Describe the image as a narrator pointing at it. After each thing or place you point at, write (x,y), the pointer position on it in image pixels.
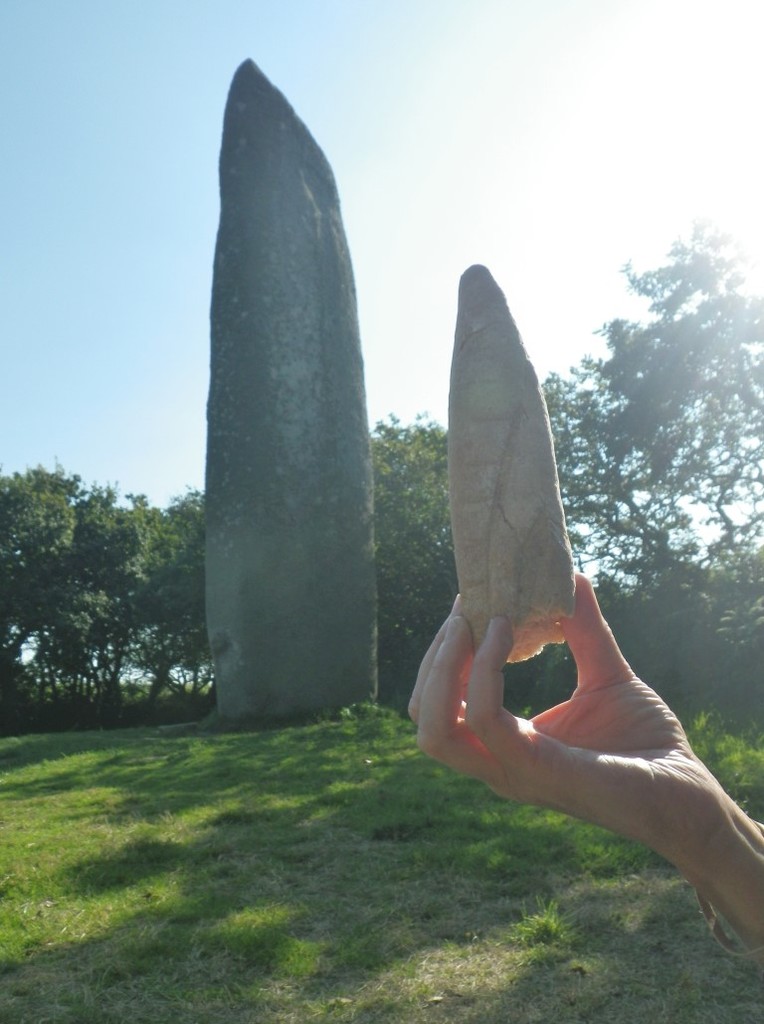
In this image I can see hand (533,743) of a person (582,626) is holding a stone (468,550) in the front (467,710). In the background (404,821) I can see an open grass ground (307,807), a rock (262,618), number of trees (21,690), shadows (196,1005) on the ground (208,830) and the sky (214,233).
